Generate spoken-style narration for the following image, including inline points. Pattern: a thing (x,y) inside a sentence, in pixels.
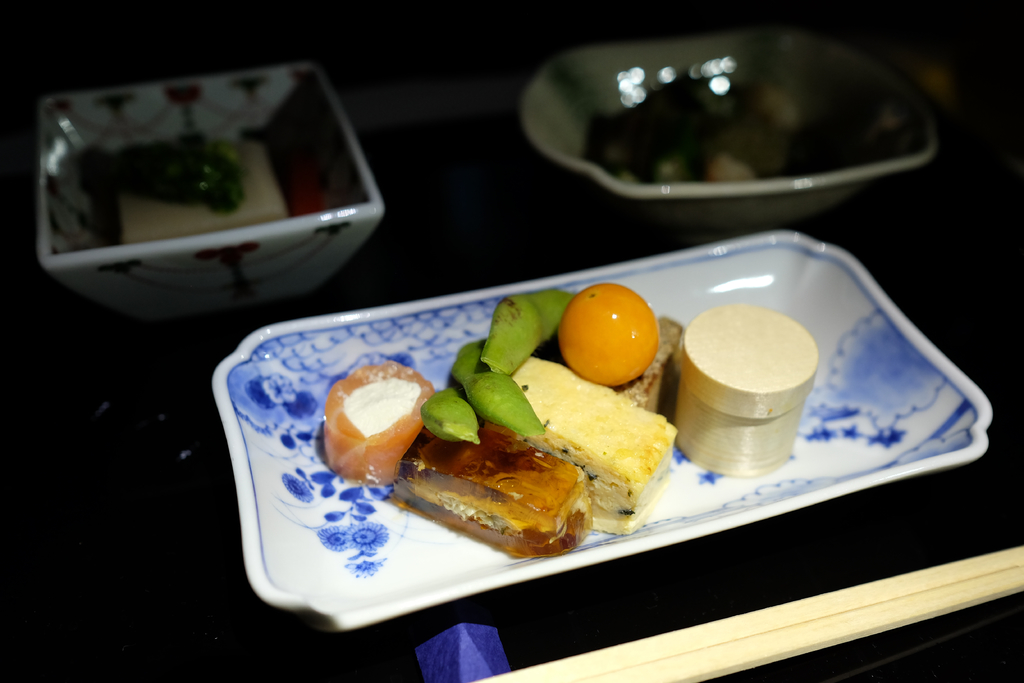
In the foreground of the picture (249,214) there is a table (218,481), on the table (858,248) there are bowl (612,177), plate (796,255), platter (804,270) and dishes (636,176).
